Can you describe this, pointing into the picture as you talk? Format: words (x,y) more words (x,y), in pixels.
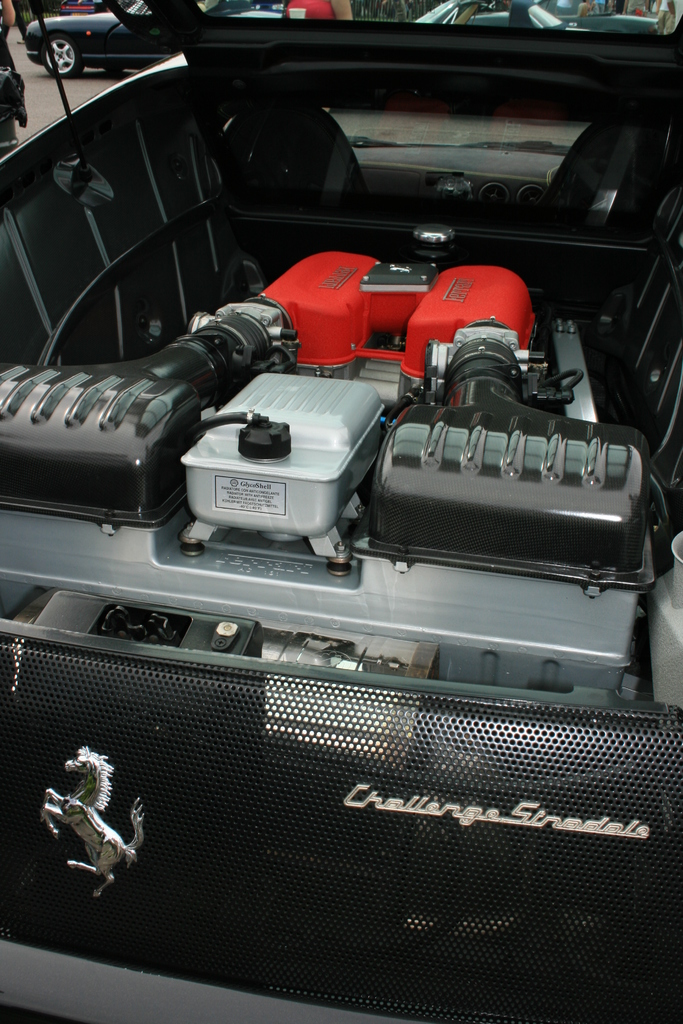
In the center of the image (384,401) we can see one vehicle (258,874). Inside the vehicle (234,777), we can see some objects (481,451). And on the vehicle (140,846), we can see some text (630,829) and a logo (117,839). In the background (437,15), we can see two vehicles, one human hand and a few other objects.
